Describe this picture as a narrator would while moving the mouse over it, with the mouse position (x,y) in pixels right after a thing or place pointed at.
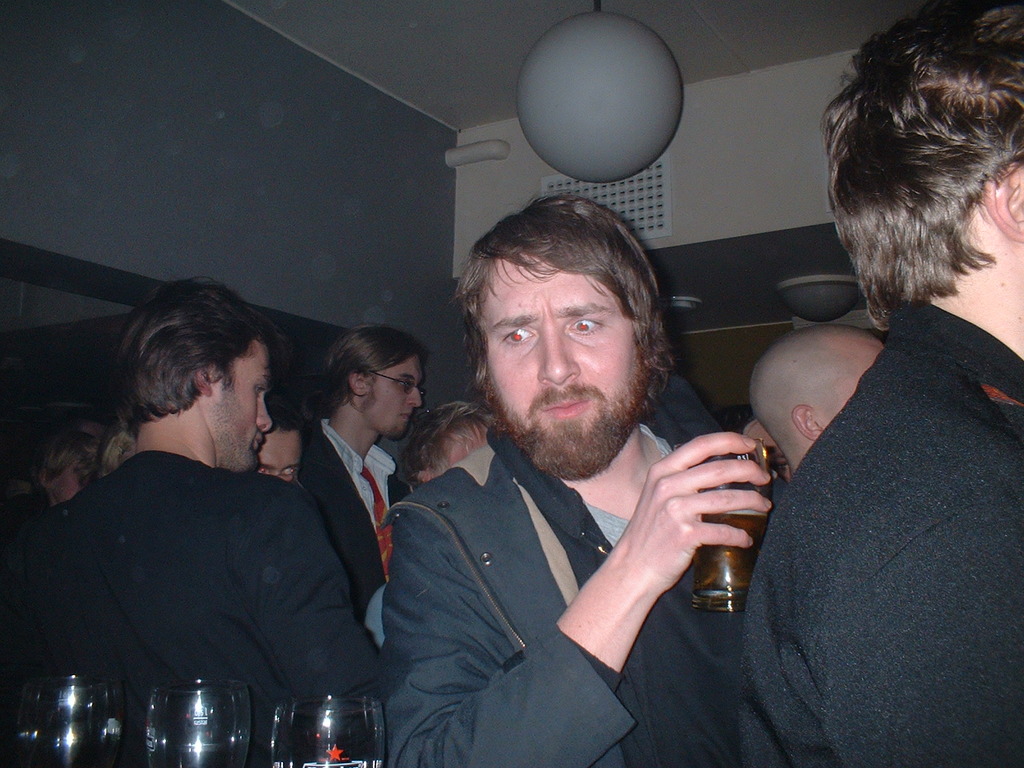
In the picture I can see a group of people (654,578) are standing, among them a man (578,602) is holding a glass (725,554) in the hand (634,578). I can also see glasses (276,718), walls (493,173) and ceiling (741,245).
